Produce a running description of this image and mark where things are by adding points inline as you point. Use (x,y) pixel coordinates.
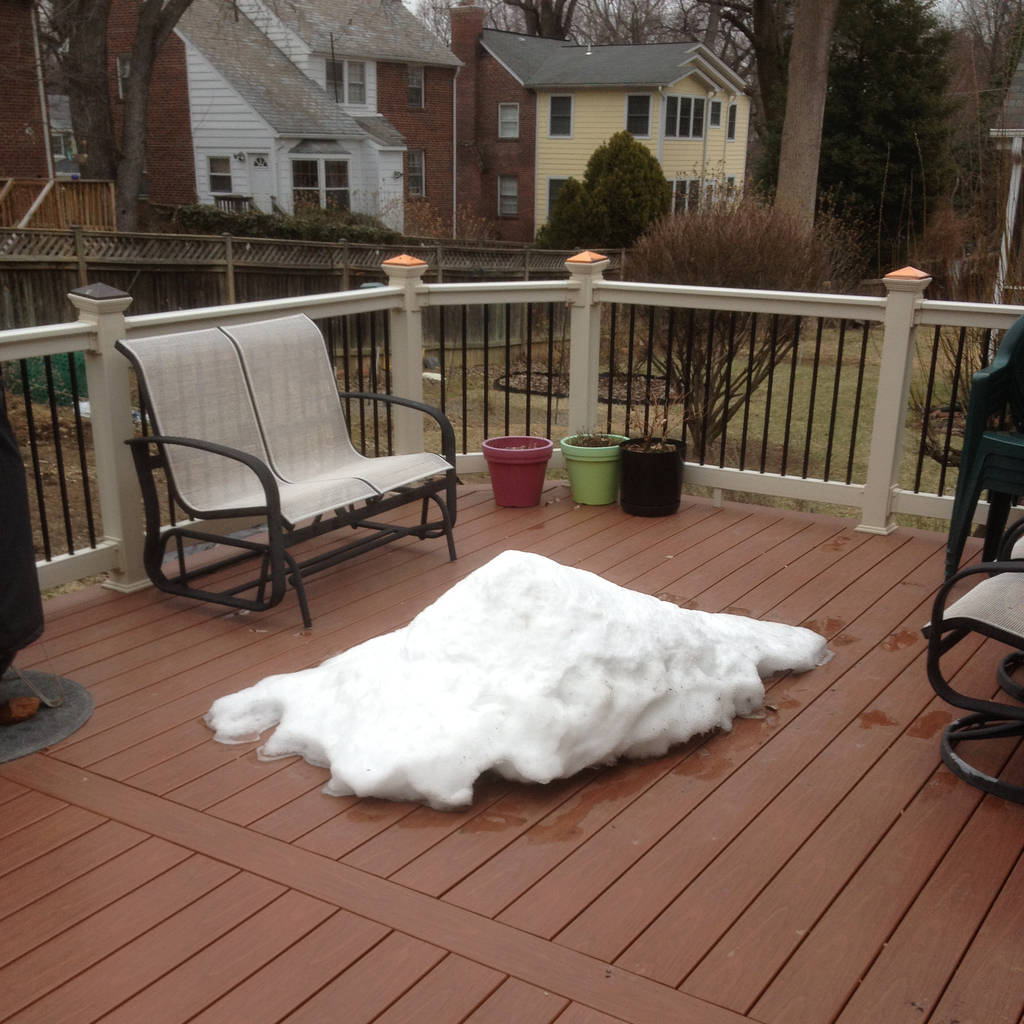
In this image there is a wooden floor (433,846) on which there are chairs (330,473) on either side of it. In the middle (528,628) there is snow (621,630). In the background (599,479) there are pots (607,467). On the left side (15,600) there is a covered object (17,624). In the background (361,111) there are buildings (409,160). In front of them there is a ground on which there are plants (700,253). There is a fence (171,263) on the left side (134,253).
